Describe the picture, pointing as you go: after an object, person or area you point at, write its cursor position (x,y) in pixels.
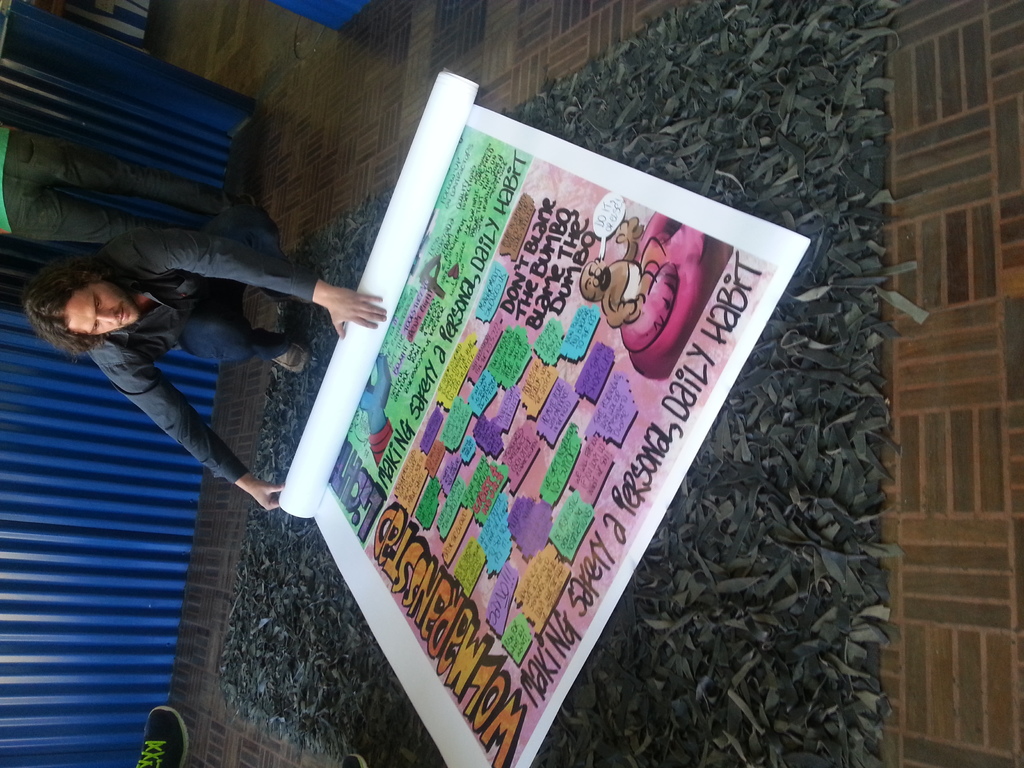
This is a rotated image. In this image there is a person (98,288) sitting on the carpet (328,349), in front of him there is a banner (514,331) with some text (480,441) and images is placed on the carpet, behind him there are metal panels (43,348). At the bottom of the image (160,730) there are shoes (155,744) of a person (159,764).
